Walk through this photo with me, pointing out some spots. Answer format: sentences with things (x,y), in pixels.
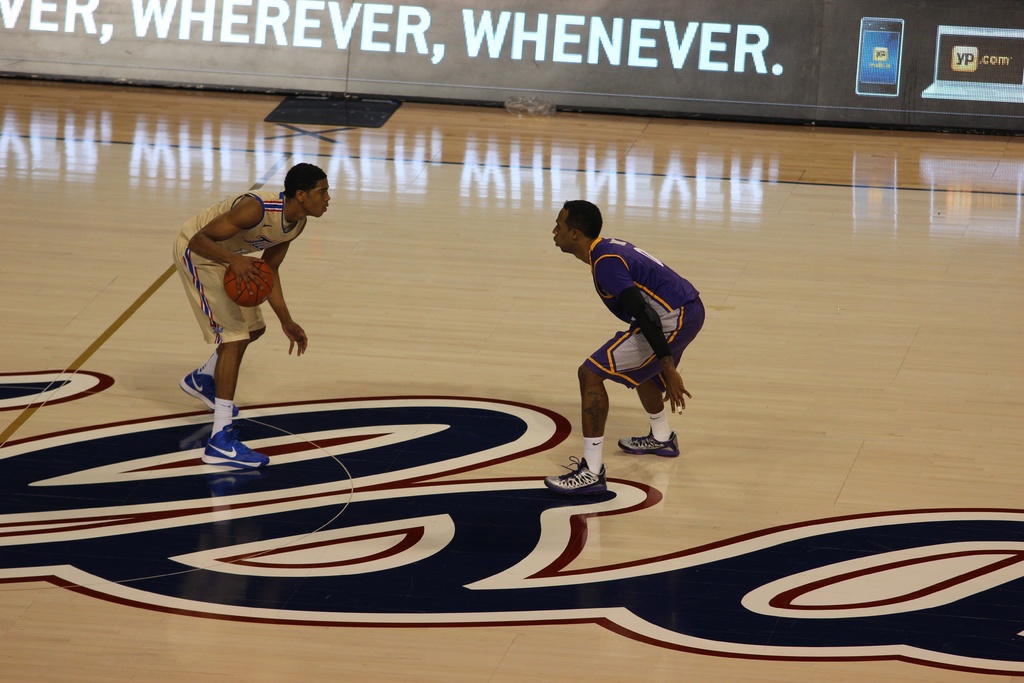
In this picture we can observe two basketball players (239,258) playing basketball in the court (438,274). The court (478,353) is in cream color. One of them was holding a basketball (255,286) in his hand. In the background (270,15) we can observe a black color wall (559,46) on which there are white color words (501,41) written.
